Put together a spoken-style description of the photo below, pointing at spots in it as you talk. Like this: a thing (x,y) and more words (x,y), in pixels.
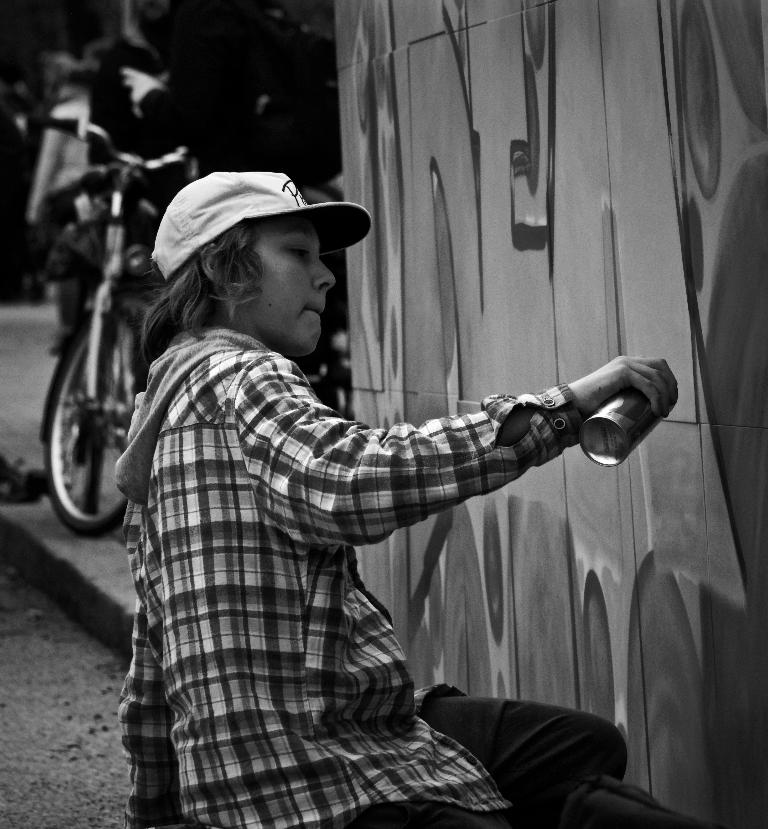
This image is taken outdoors. This image is a black and white image. On the right side of the image (534,596) there is a wall (558,603) with a graffiti (546,234) on it. On the left side of the image (82,202) a bike (77,335) is parked on the sidewalk (82,551) and there is a road (58,747). In the middle of the image (274,312) there is a boy (394,758) holding a spray can (587,443) in his hand (654,393).
